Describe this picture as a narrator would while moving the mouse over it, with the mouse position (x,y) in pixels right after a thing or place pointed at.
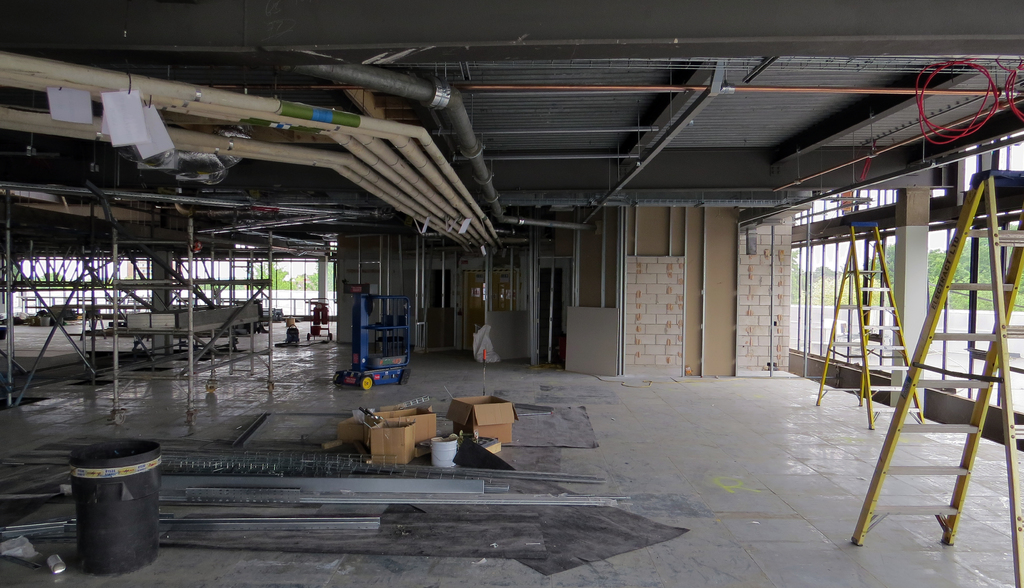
Pipes (351,135) are attached to the rooftop (449,157). On the floor (480,393) there is a container (143,447), cardboard boxes (486,431), ladders (1003,179), machine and rack (194,354) with wheels (213,390). Through these glasses (827,306) we can see trees (986,266).
